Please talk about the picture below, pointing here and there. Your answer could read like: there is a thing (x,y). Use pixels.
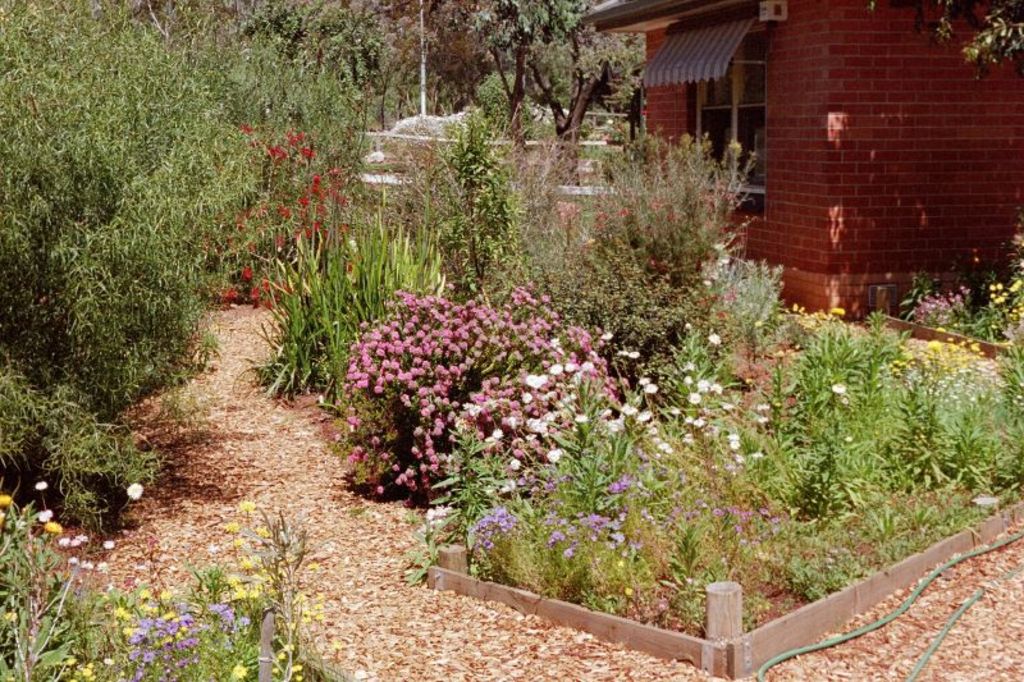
In this image in front (556,371) there are plants (657,296) and flowers (563,348). On the right side of the image (865,176) there is a building (881,241). At the bottom of the image (277,497) there are dried leaves (399,626). In the background of the image (443,89) there are trees (428,21).
